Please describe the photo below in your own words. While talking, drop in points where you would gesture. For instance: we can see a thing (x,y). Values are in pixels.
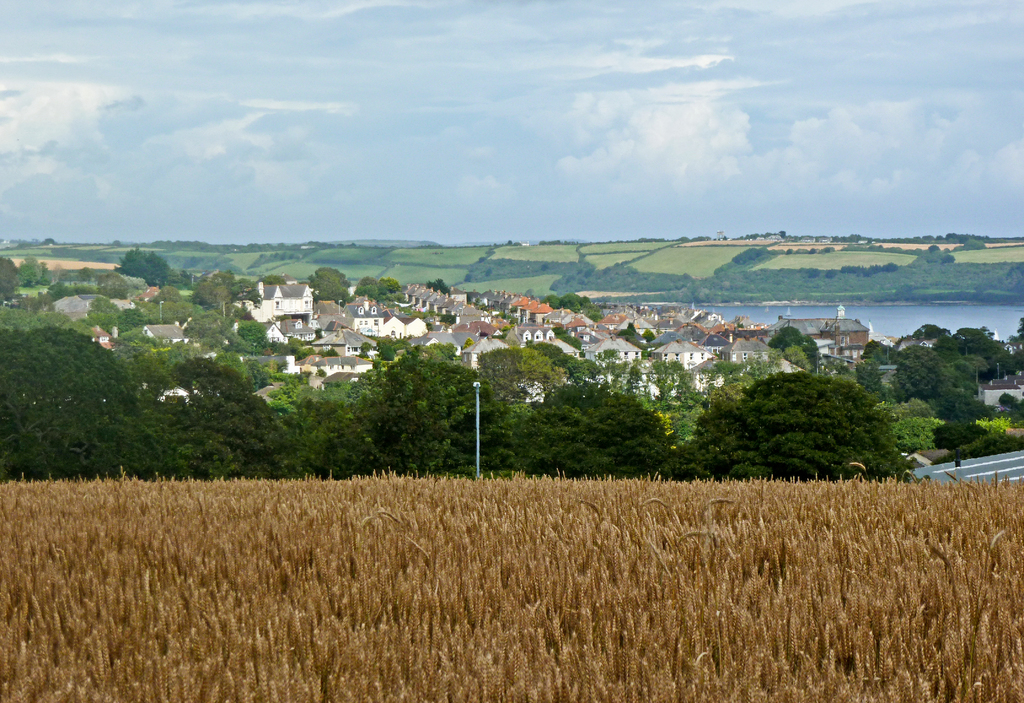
This image is clicked outside. At the bottom (320,593), there are grains (649,556). It looks like a wheat field (417,591). In the background (291,243), there are many trees (319,412) and houses (534,310). At the top (644,149), there are clouds (651,149) in the sky (697,132). In the middle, there is water (896,326).
